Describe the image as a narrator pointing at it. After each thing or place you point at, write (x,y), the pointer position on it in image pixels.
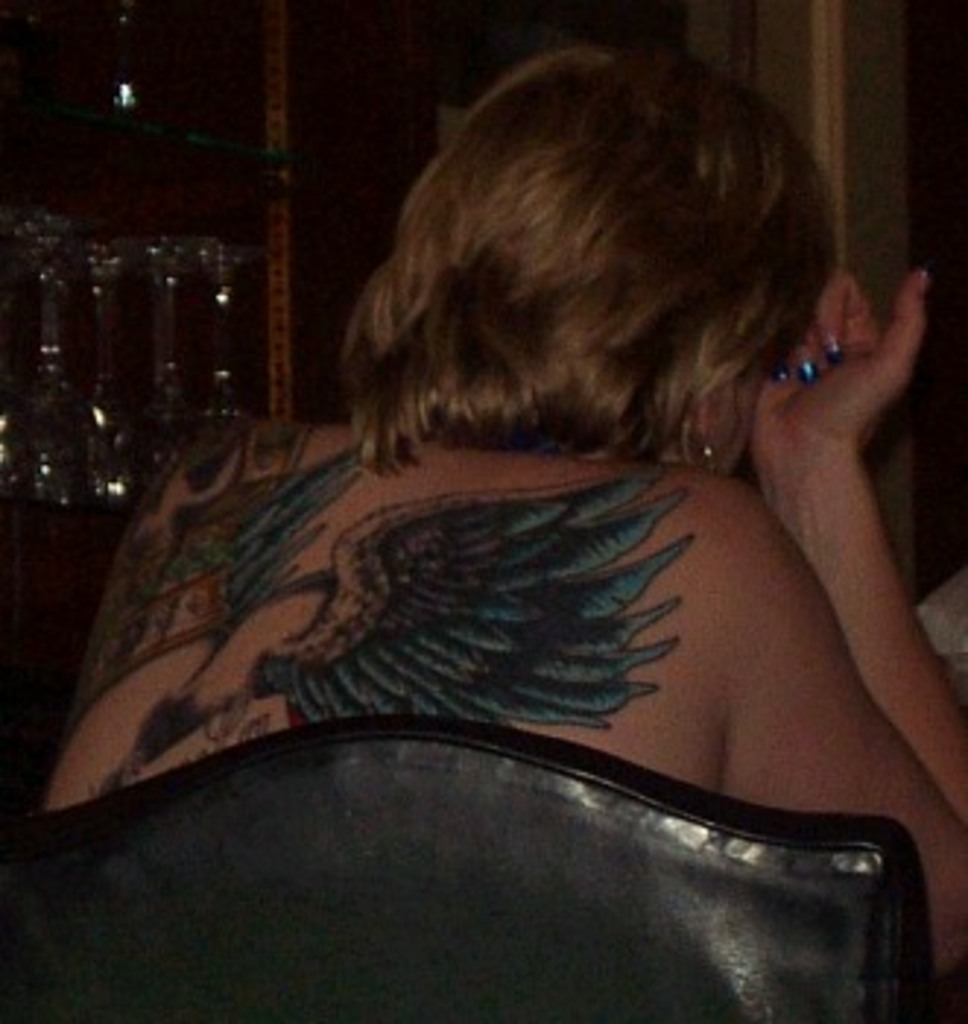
In this image we can see a person (537,669) with a tattoo (133,535) on their back (308,653) is sitting on the chair (613,832). The background of the image (57,477) is dark where we can see glasses (81,463) kept on the shelf (282,61).
